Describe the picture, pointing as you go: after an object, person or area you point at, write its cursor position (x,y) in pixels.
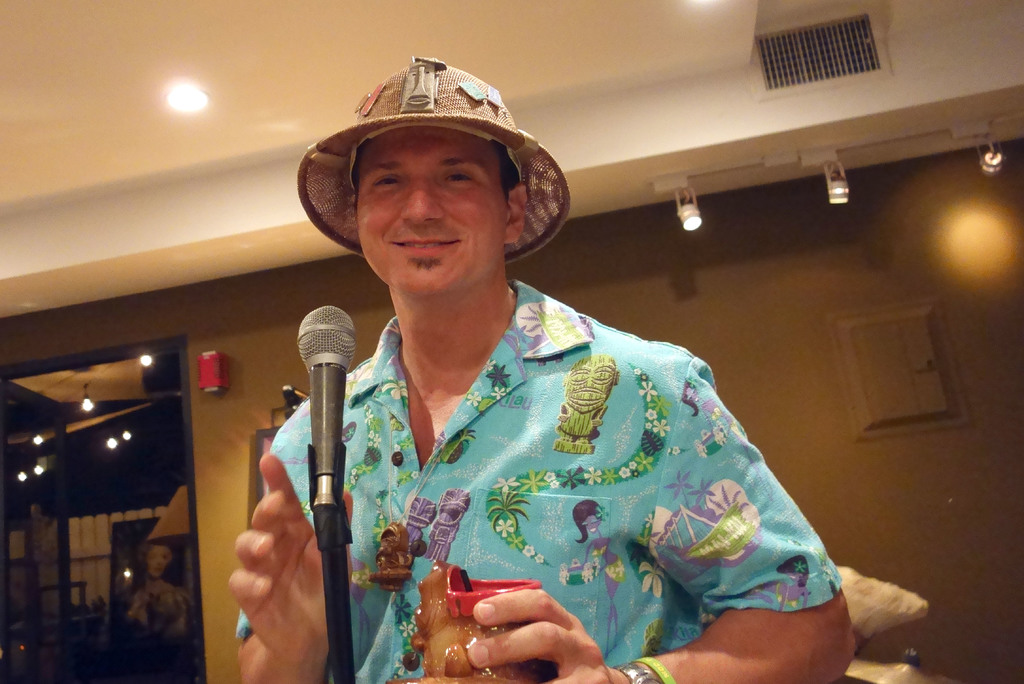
In this picture we can see a man (439,231) wore a cap (504,123) and holding an object (434,629) with his hand (478,652) and smiling and in front of him we can see a mic (345,350) and in the background (319,304) we can see the lights (834,186), wall (666,322), photo frame (129,583) and some objects (12,618).
